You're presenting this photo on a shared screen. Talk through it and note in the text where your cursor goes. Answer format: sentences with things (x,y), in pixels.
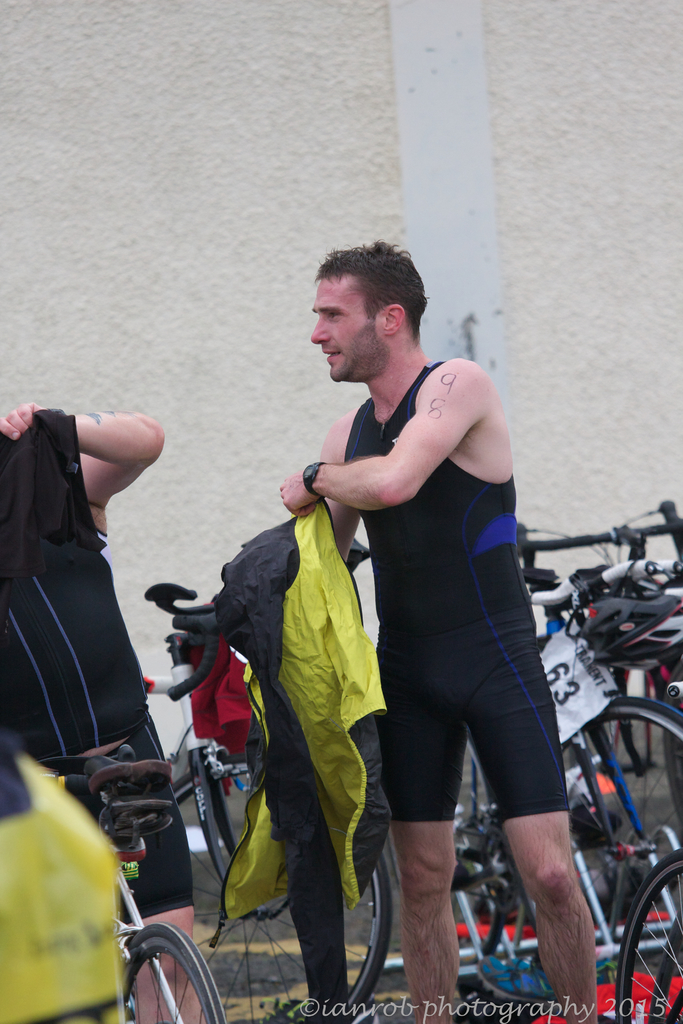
In this picture we can see there are two people (14,607) standing and a person (422,548) is holding a jacket (281,621). Behind the people (58,635) there are bicycles (565,624) and a wall (191,329). On the image there is a watermark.
